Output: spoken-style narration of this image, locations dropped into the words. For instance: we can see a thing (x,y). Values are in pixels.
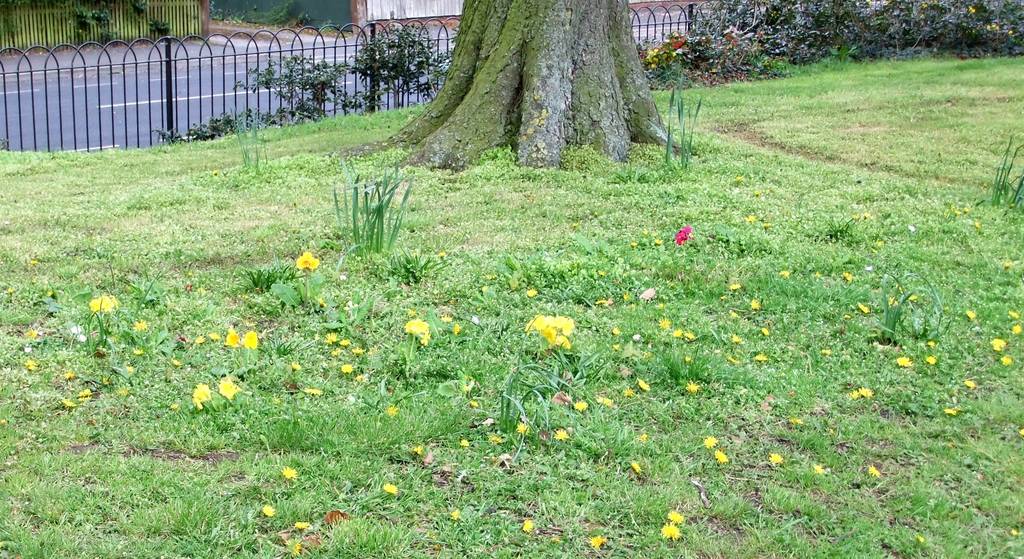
In this image we can see there are flowers (535,322) on the surface of the grass (521,243) and there are trees (446,97) and plants (732,40), behind the tree (498,67) there is a railing (126,90), behind the railing (226,55) there is a road (174,67).
